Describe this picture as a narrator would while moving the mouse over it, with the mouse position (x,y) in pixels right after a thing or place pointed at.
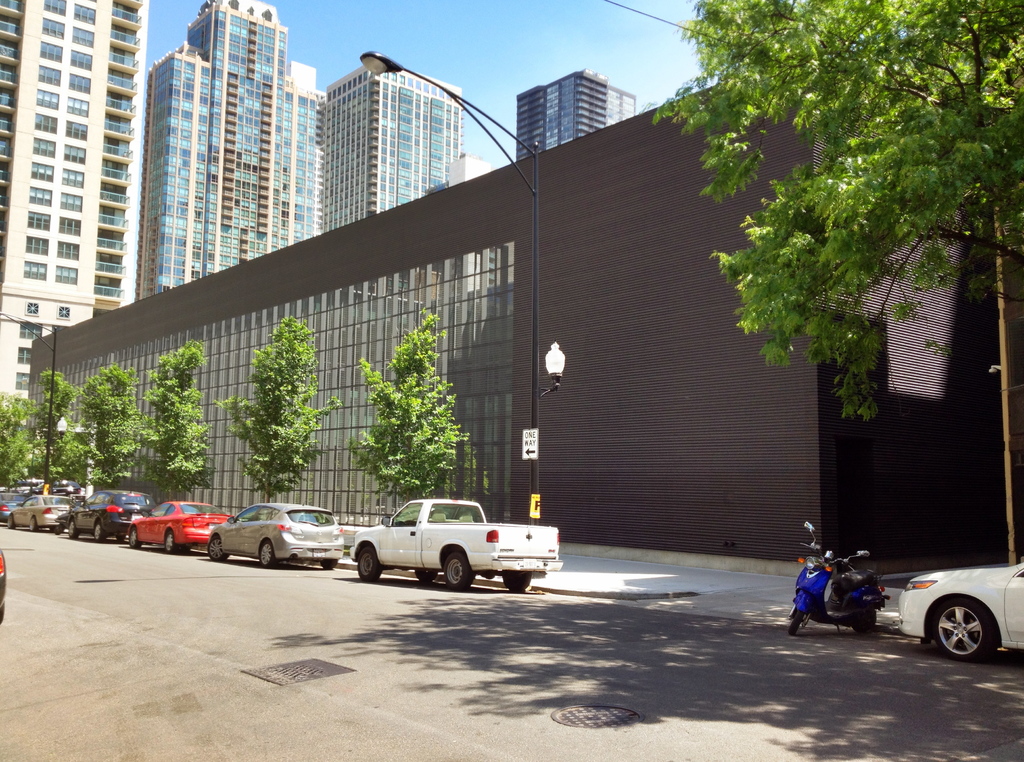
In the foreground of the image (956,607) we can see group of vehicles (451,572) parked on the road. In the center of the image (552,373) we can see a group of trees (399,432), light poles (552,373). In the background (854,447), we can see a group of buildings (413,306) with windows (404,200), railings (140,18) and the sky (464,54).
